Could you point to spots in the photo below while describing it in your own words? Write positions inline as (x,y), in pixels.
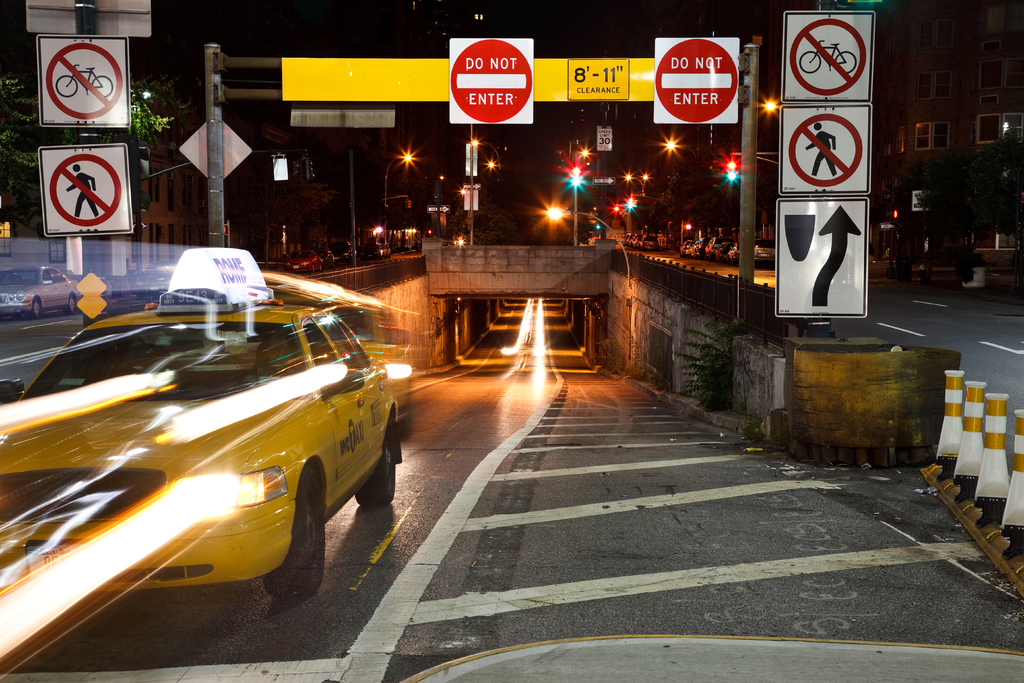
In this image there are buildings (33,223), trees (32,208), sign boards (204,133), vehicles (23,289), poles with lights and there is a metal fence (345,282) on the left (44,247) and right corner. There is a road (403,598) at the bottom (654,574). There are vehicles (237,474), and there is an underpass road (541,344) in the foreground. There are poles (602,189) with lights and it is dark in the background (598,112).
